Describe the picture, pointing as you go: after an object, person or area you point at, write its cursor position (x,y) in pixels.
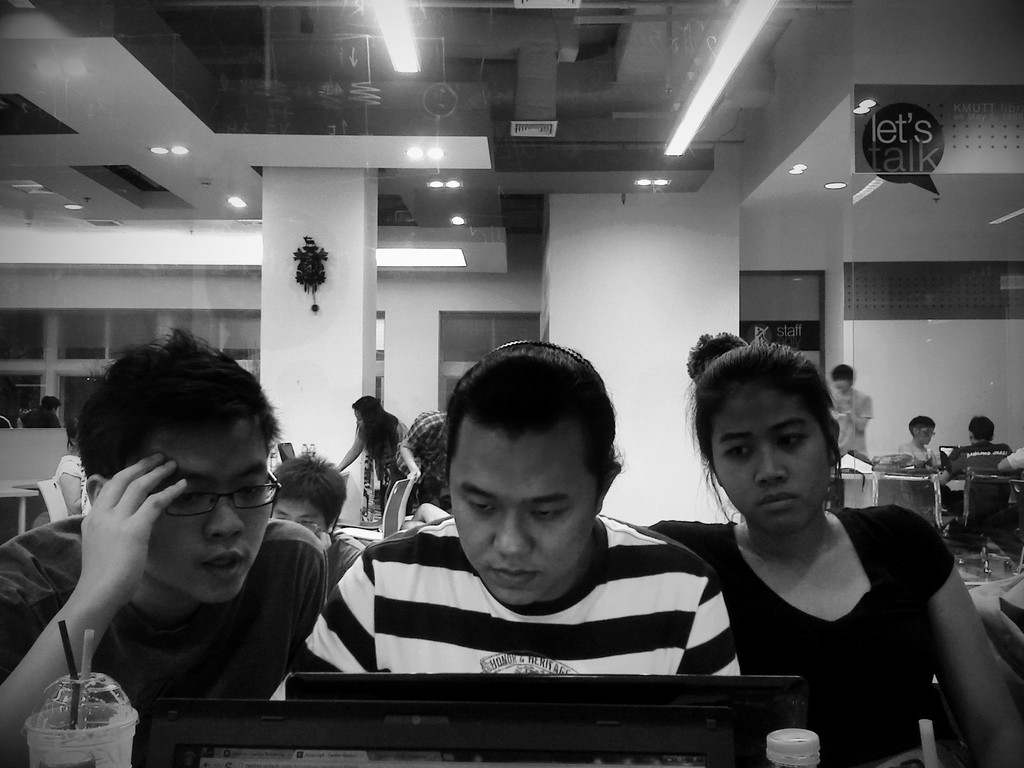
This is a black and white pic. At the bottom (296,696) we can see few persons (386,591), monitors (192,740), straws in a cup (108,721) and cap (776,746) of a water bottle (776,746). In the background (431,356) we can see few persons (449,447) are sitting on the chairs (385,516), tables (372,536), few persons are standing, objects (309,237), wall (654,419), posters (921,184) and lights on the ceiling (457,199).
